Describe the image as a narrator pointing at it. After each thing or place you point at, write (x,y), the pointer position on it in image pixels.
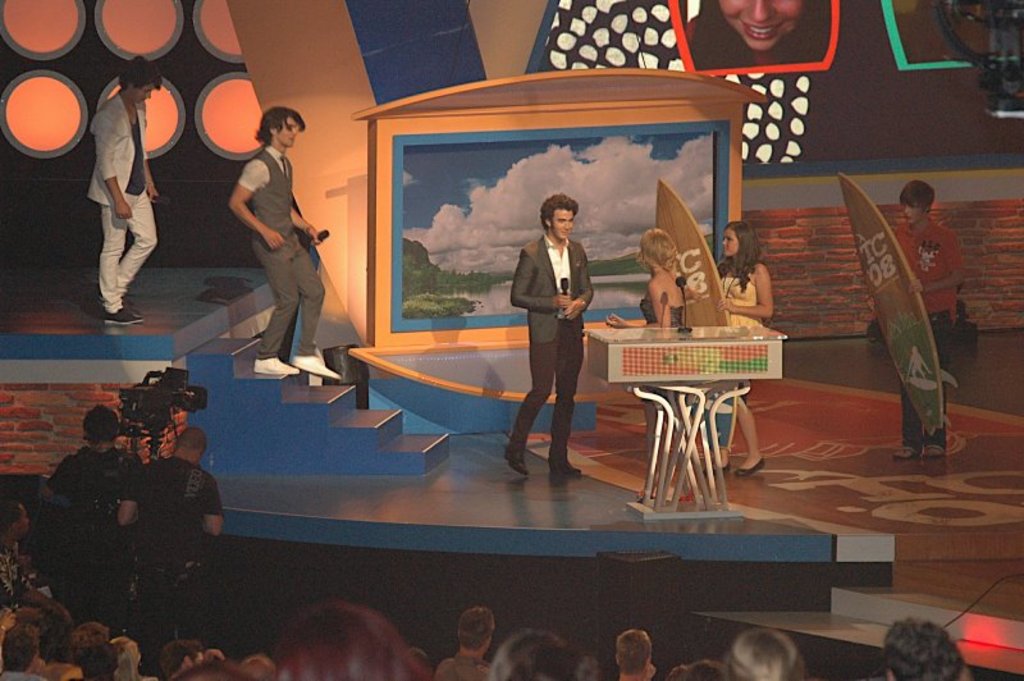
On the bottom of the picture (354,667), we see many people (17,680). On the left corner of the picture (108,480), we see two men (92,477) holding video camera (131,416). In the middle of the picture (664,239), we see two women (654,251) standing, woman (748,304) in yellow dress (735,297) is holding a wooden board (694,261) in her hands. Man (536,292) in black blazer (545,302) is holding microphone (564,280) in his hands (572,298) and he is talking to woman (664,286) on the opposite side and on the left corner of the picture (127,98), we see two men (286,287) walking from the dais (251,373). On the right corner of the picture (930,295), man (931,252) in orange t-shirt (929,270) is holding a wooden board (887,277) in his hand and on background (803,31) we see a photo frame (806,45) of a girl (755,14) who is smiling.
